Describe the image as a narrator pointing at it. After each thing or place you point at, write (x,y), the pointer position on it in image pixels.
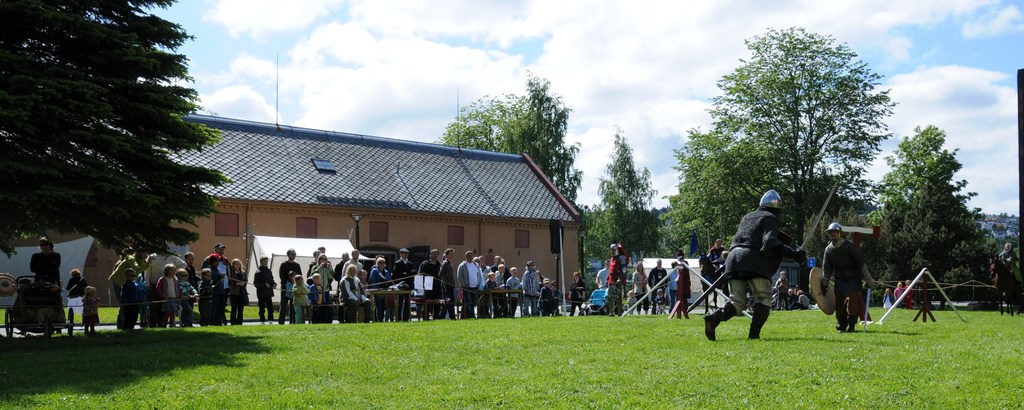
In this image I can see some grass (538,366) on the ground (679,358) and few persons (766,261) wearing black colored dress (772,241) and blue colored helmets (773,209) are standing. I can see few metal poles (927,281), few person (671,279) standing, few persons (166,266) sitting on benches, few trees (32,146) and few buildings (379,218). In the background (355,4) I can see the sky (451,62).
